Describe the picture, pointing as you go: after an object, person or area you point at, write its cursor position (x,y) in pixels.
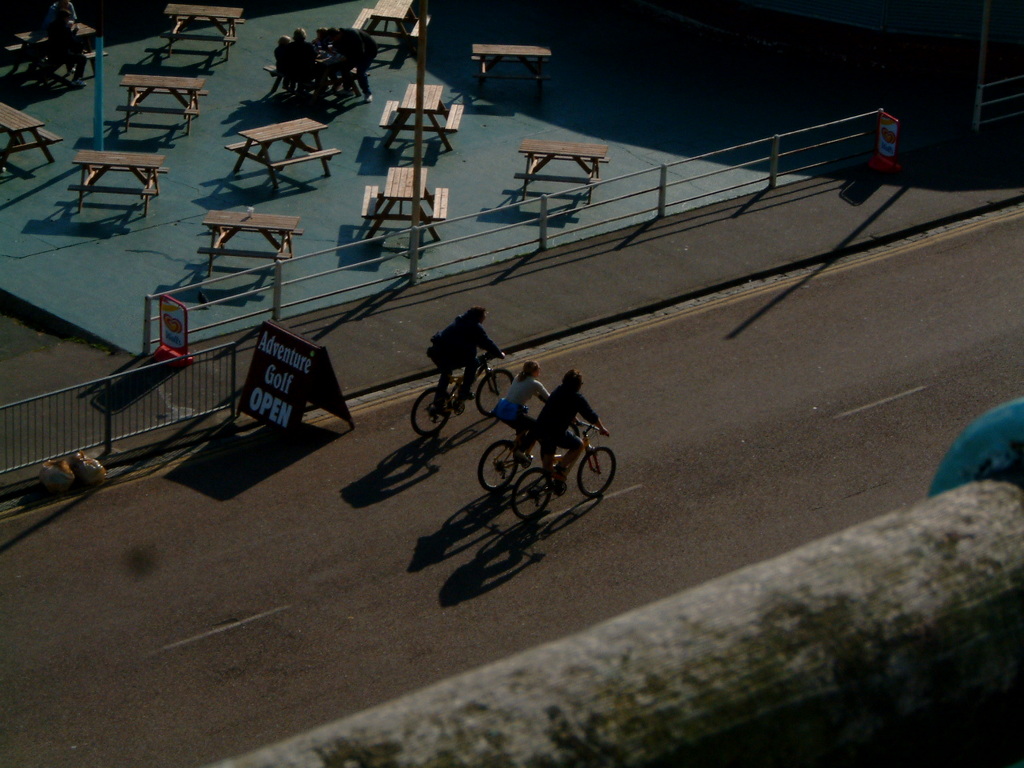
In this image we can see three persons (540,419) riding bicycles (454,381). Behind the persons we can see barriers (235,384), tables (373,195) and boards (296,365). On the boards (257,387) we can see some text (284,349). At the top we can see few persons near the table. At the bottom (693,642) we can see a wall (750,655).
